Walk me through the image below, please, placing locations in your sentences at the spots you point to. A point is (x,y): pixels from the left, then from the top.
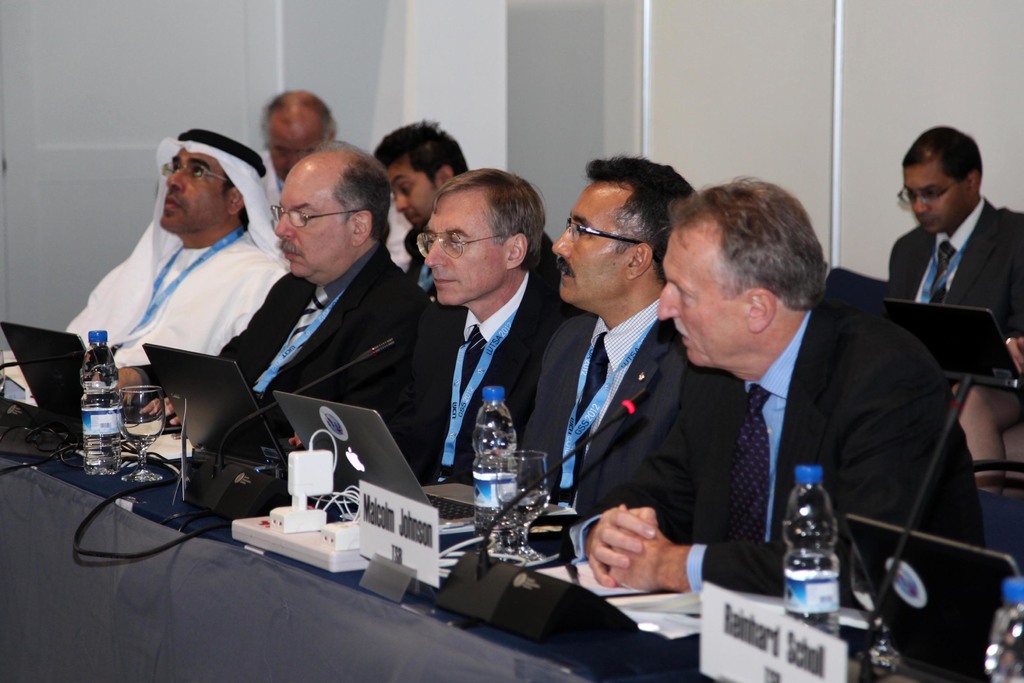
Here we can see few persons (686,418) are sitting on the chairs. There are laptops (265,436), mikes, bottles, name boards (761,680), and glasses (514,542). In the background (70,111) we can see wall (633,118).
